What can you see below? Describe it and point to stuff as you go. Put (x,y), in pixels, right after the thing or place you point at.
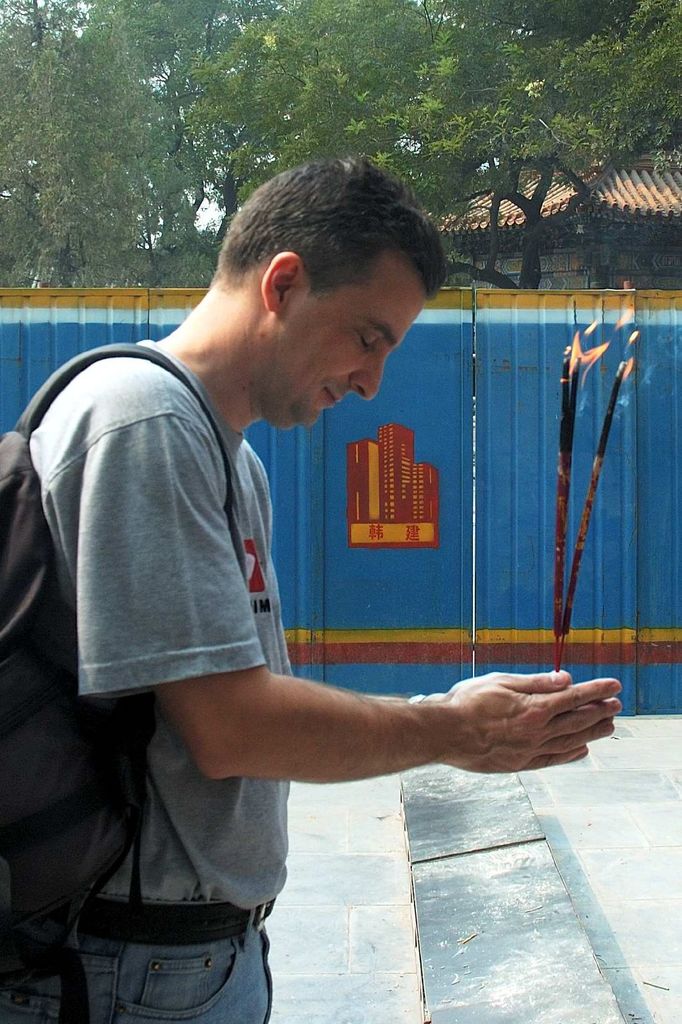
In this image I can see a man (125,645) standing and holding incense sticks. He is wearing a bag (34,406). There are blue fence (10,403), trees (519,157) and a building (570,249) at the back (312,150).
